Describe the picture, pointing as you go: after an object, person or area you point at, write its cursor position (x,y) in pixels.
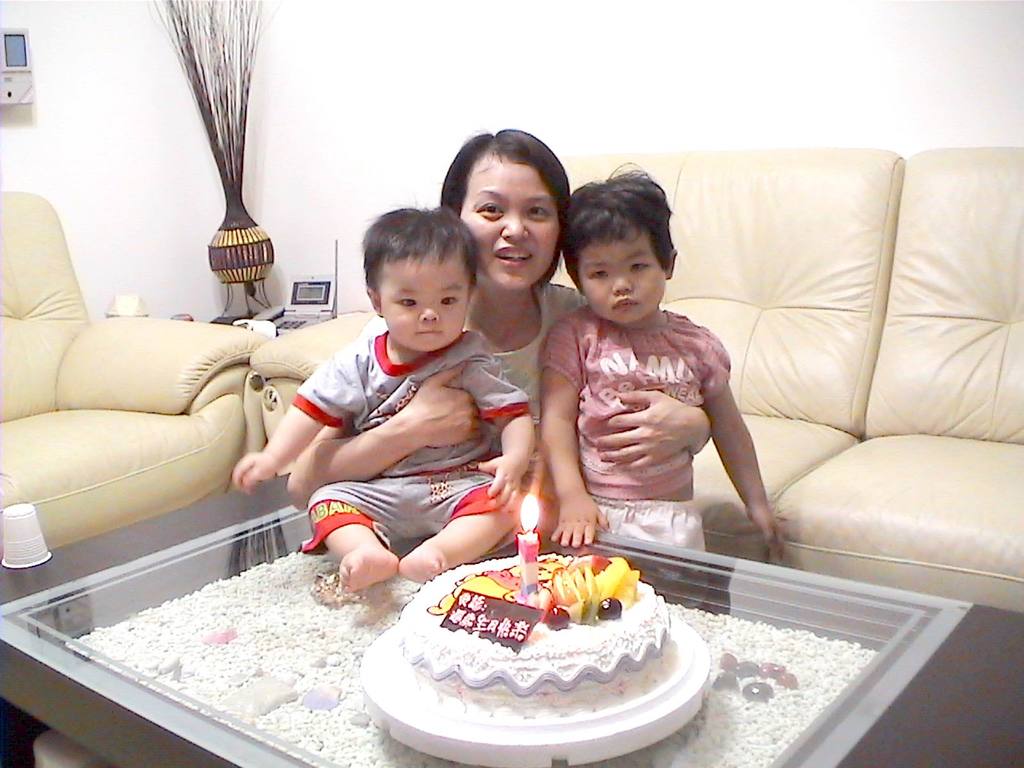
In this image I can see a woman (504,315) and two children (484,413). I can see a table (313,632) and on the table (335,651) I can see a cake (510,667) with a candle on it. In the background (844,427) I can see few couches (146,421) which are cream in color, the white colored wall (761,88), a telephone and few other objects (256,281).
